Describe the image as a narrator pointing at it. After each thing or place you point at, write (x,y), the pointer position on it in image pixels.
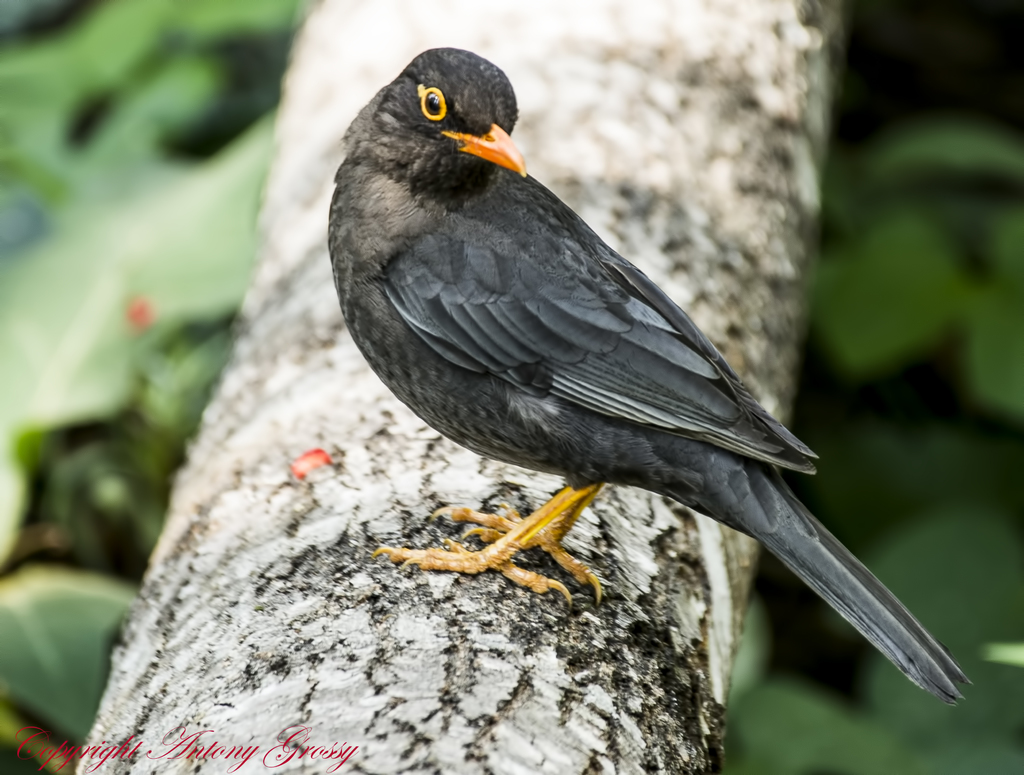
Here we can see a bird (952,664) on the log (380,421). Background (66,625) it is blurred with greenery (875,542).
